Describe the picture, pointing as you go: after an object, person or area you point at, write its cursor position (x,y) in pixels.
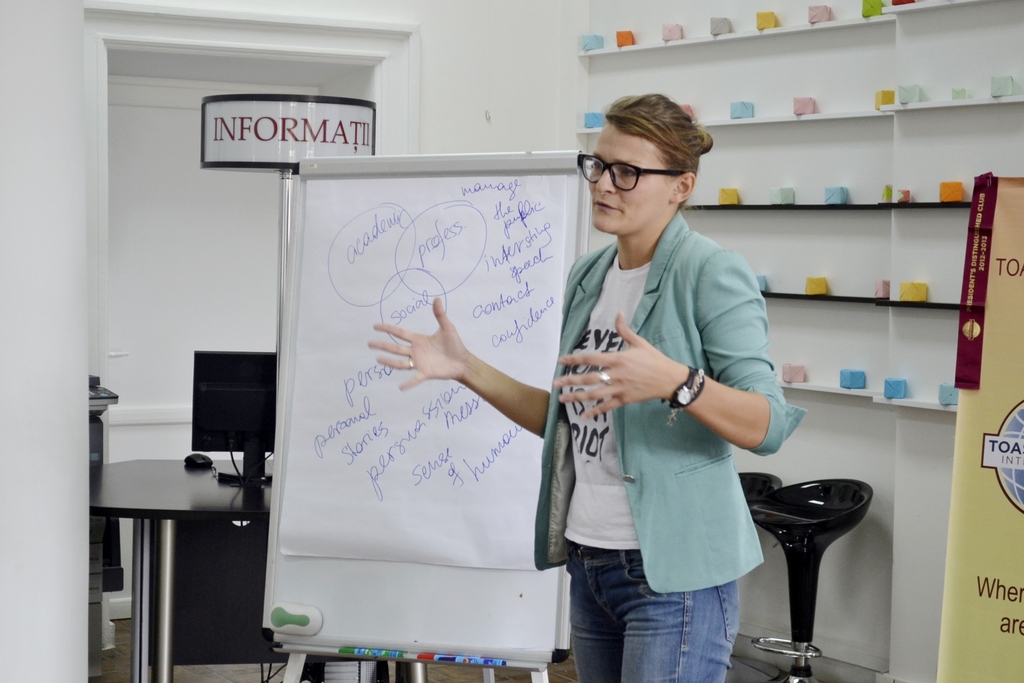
There is a women (646,391) standing and there is a board (458,281) beside her which has something written on it and there is a shelf (883,302) behind her which has some objects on it.
